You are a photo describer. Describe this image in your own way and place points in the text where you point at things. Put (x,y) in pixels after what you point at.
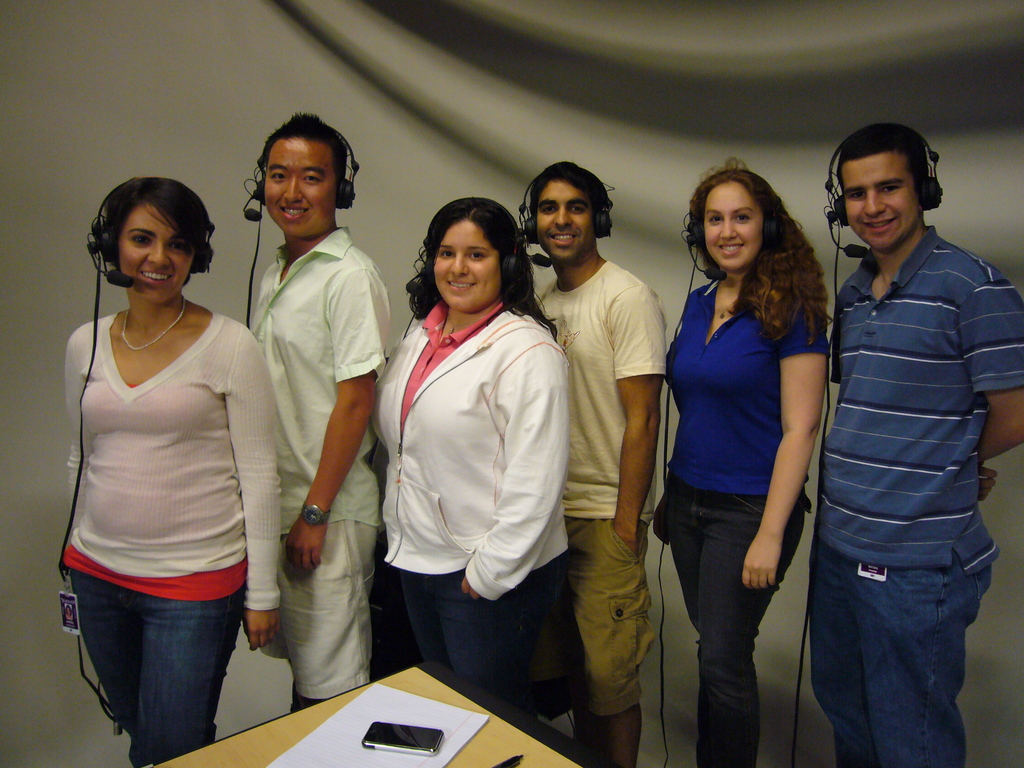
In this picture we can see six people (613,484) wore headsets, standing, smiling and in front of them we can see the table (425,676) with a paper (451,738), pen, mobile (432,750) on it. In the background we can see the wall (122,141).
